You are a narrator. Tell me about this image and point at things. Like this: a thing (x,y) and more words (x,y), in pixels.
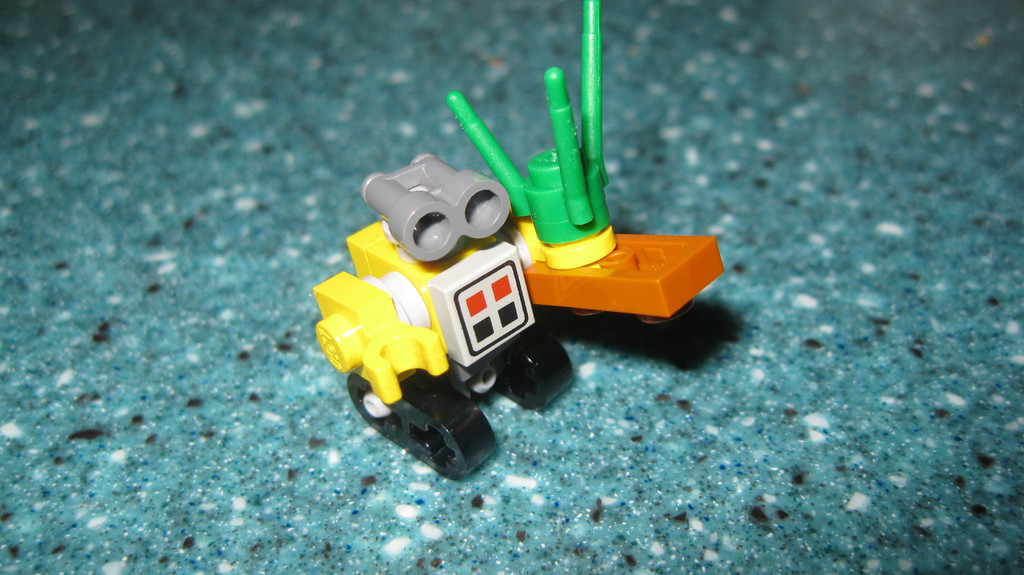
There is a toy (375,271) made of blocks (514,256). And it is on a floor (577,461).
